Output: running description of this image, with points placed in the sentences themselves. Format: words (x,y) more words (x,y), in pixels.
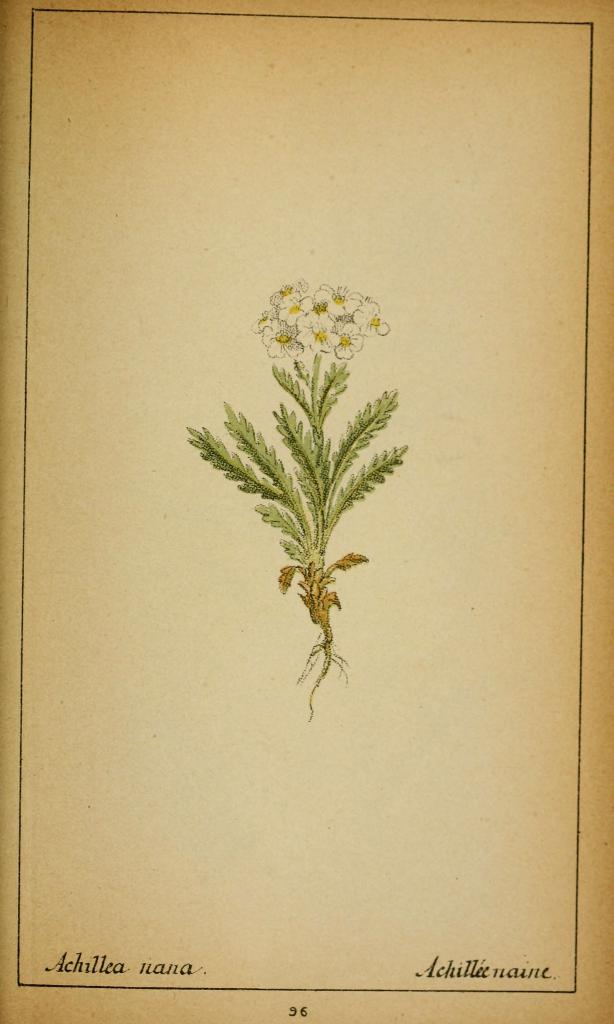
In the image I can see a picture of a flower plant (302,551). I can also see something written on the image.
